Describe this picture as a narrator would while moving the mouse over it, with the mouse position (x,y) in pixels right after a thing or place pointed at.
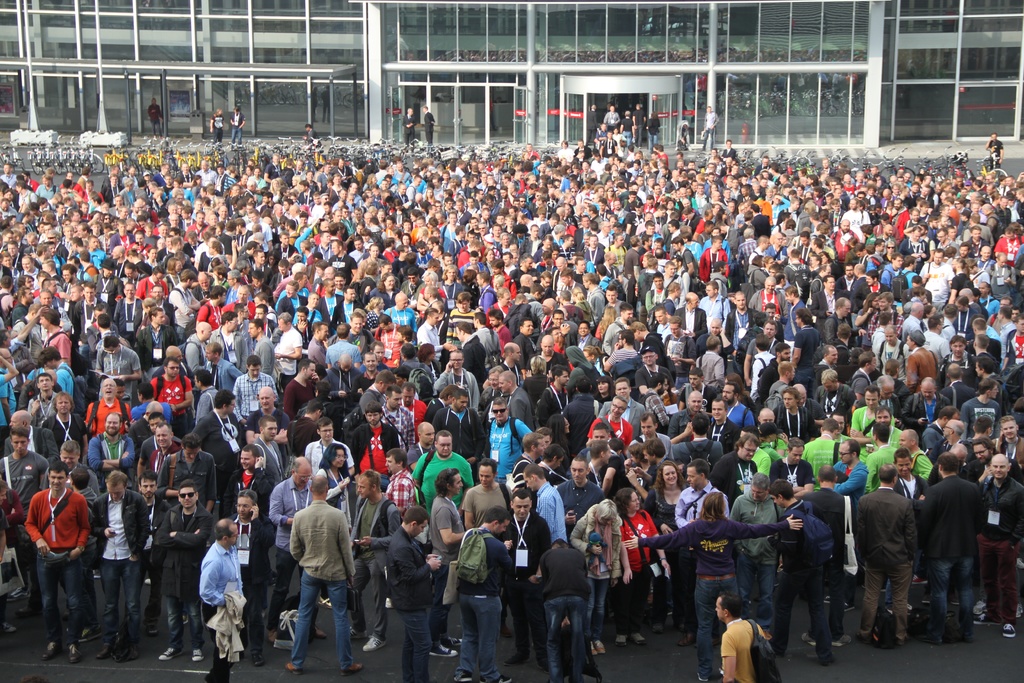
In this picture I can see many peoples (501,310) were standing on the road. At the bottom (359,591) I can see some peoples (706,592) are holding the mobile phone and wearing bag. In the back (781,150) I can see many bicycles (877,157) which are parked near to the building (776,135). In front of the door (644,101) I can see some peoples (642,122) were standing.
